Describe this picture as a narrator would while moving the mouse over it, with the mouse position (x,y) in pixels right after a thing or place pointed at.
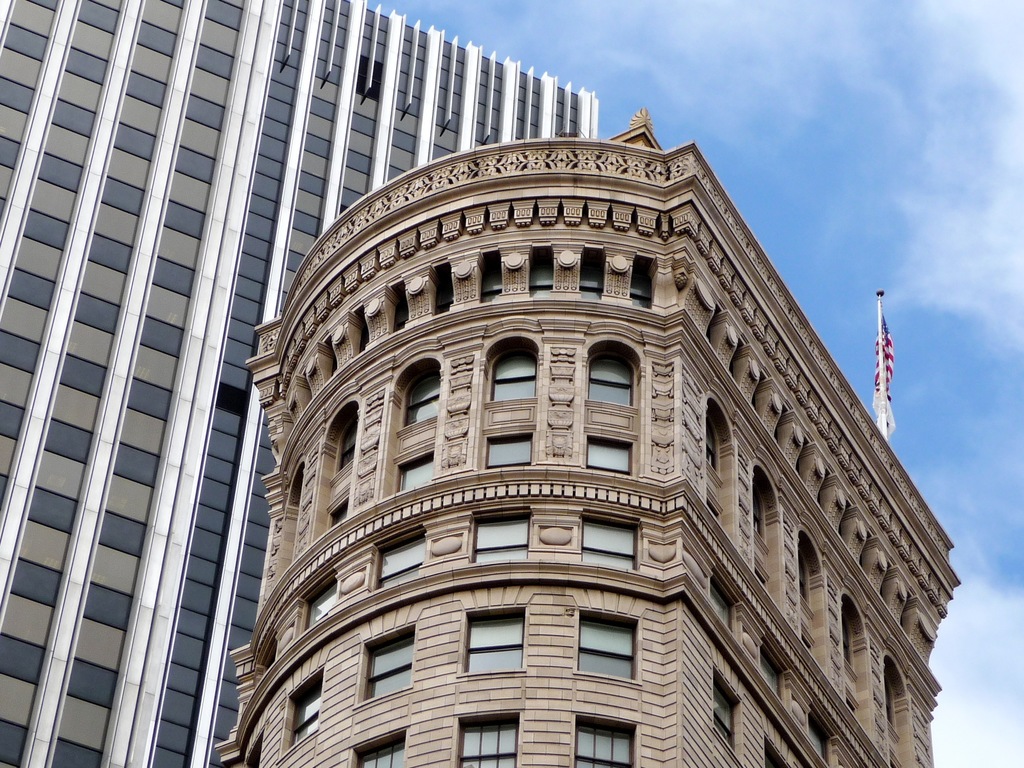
In this image I can see two buildings (450,218) along with windows (506,529). On the right side (892,346), I can see a flag (881,387) on the building (844,393). At the top (809,151) I can see the sky (842,67).
